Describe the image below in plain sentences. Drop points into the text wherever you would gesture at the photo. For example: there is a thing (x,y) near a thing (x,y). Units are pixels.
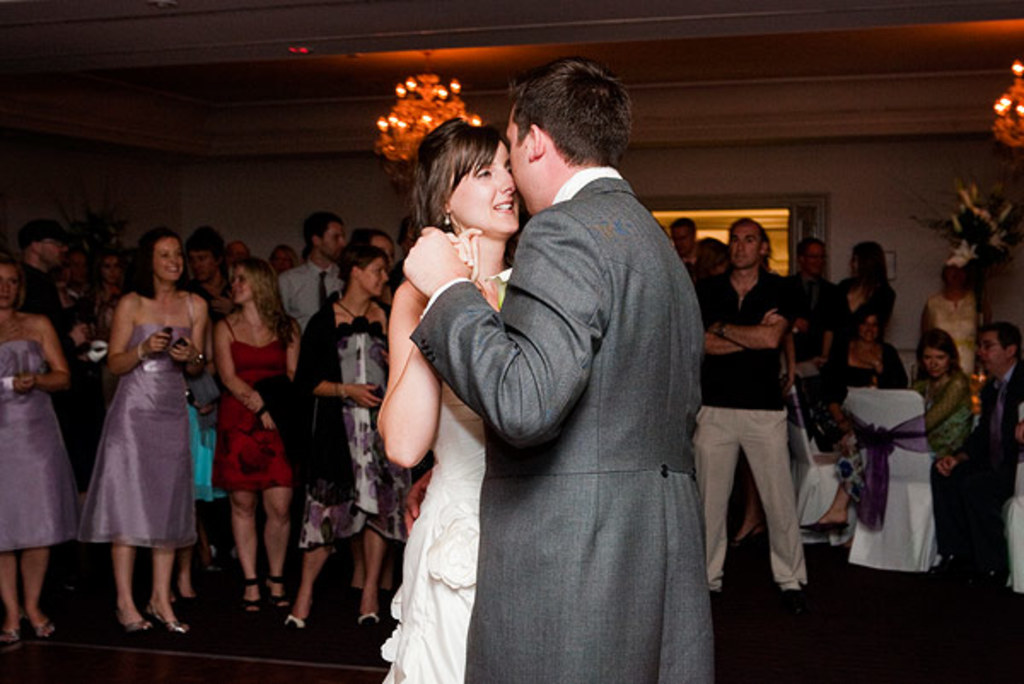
In this image we can see a man (540,211) and a woman (498,141) are standing and holding their hands (452,269) each other. In the background (107,336) there are few persons (697,249) standing and holding objects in their hands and few persons (1005,337) are sitting on the chairs (899,559) and we can see window (743,200), wall (650,150), plants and lights (430,96) on the ceiling (916,60).
